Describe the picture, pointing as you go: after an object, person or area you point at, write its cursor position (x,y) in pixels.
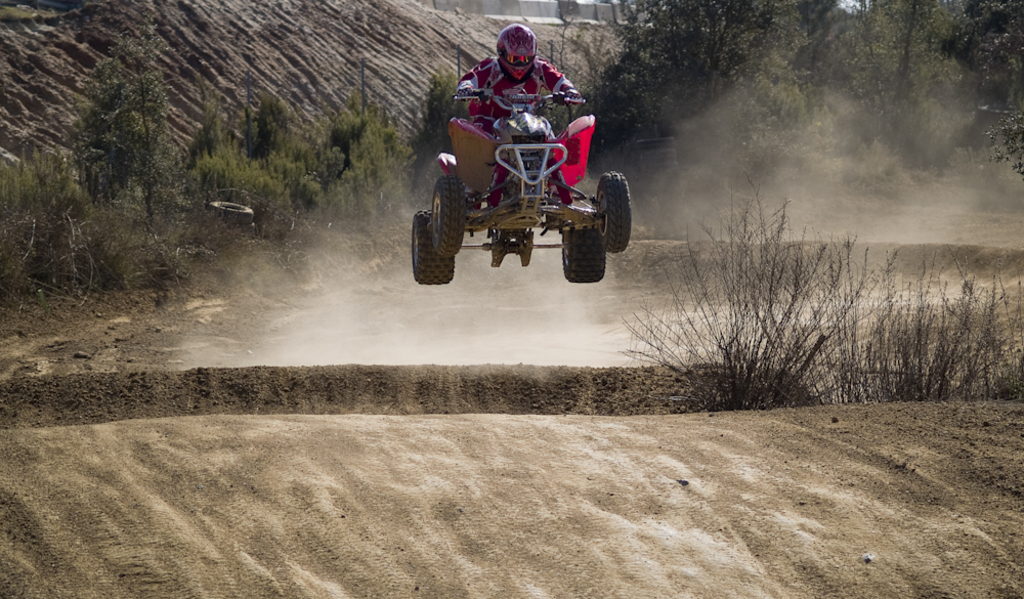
Here we can see a person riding a vehicle (583,205). This is ground (569,472). There are plants (234,157) and trees (730,58).
